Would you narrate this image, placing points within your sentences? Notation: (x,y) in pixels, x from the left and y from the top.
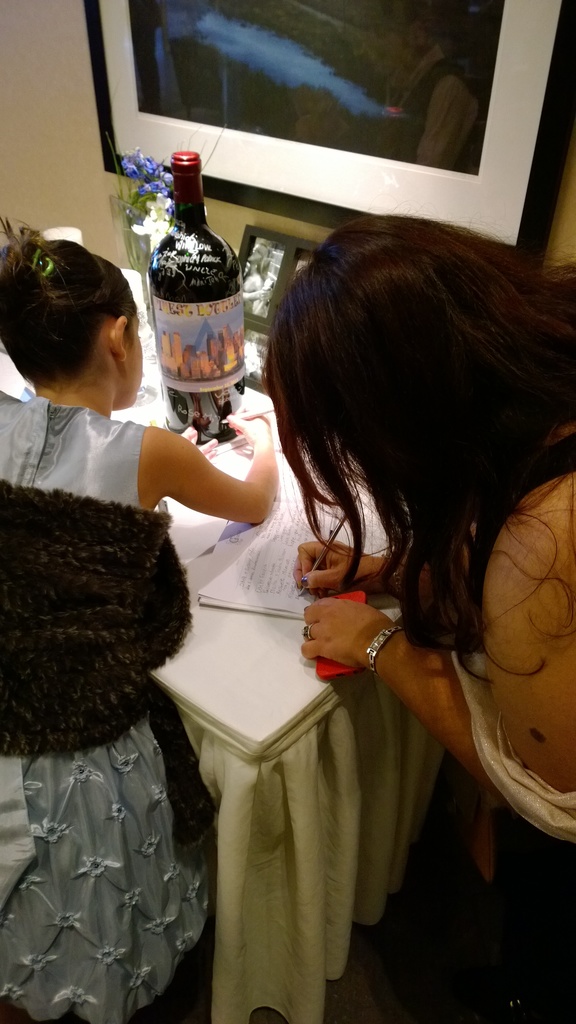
In this image there is a women (392,633) and a girl (138,783), in front of them there is a table (276,665), on that table (266,624) there are books (297,511), bottle (188,342), the women (306,544) and girl (250,485) holding pens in their hands (313,545), in the background (41,29) there is wall (25,2) to that wall (270,216) there is a frame (273,194).
